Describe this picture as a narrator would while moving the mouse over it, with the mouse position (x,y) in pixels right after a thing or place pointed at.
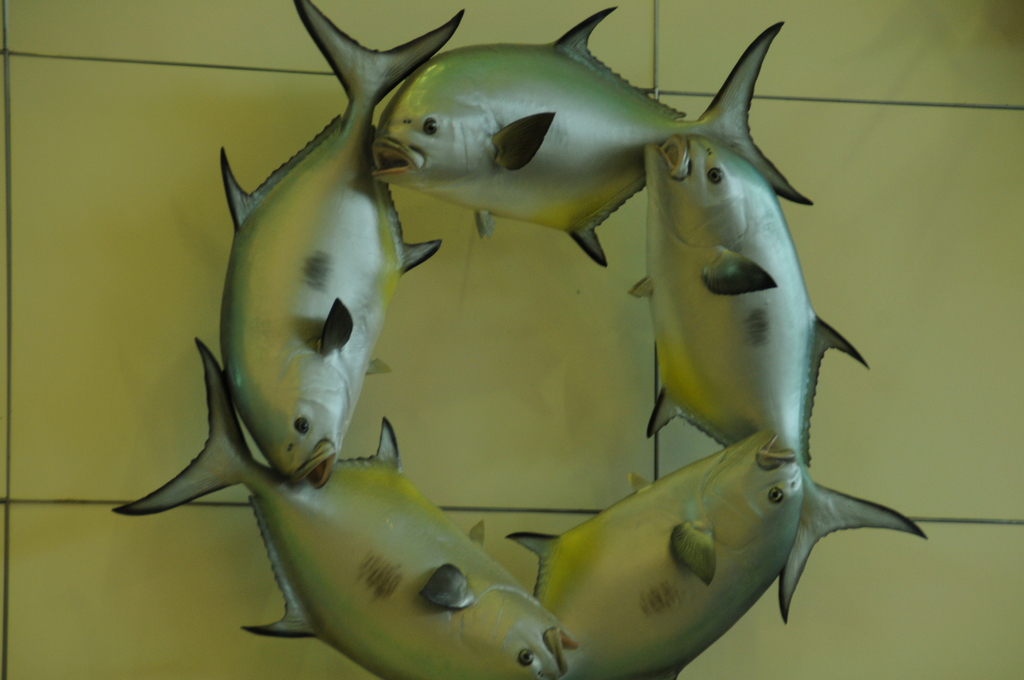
In this image, we can see fish sculptures (673,536) and in the background (680,110), there is a wall (878,232).
